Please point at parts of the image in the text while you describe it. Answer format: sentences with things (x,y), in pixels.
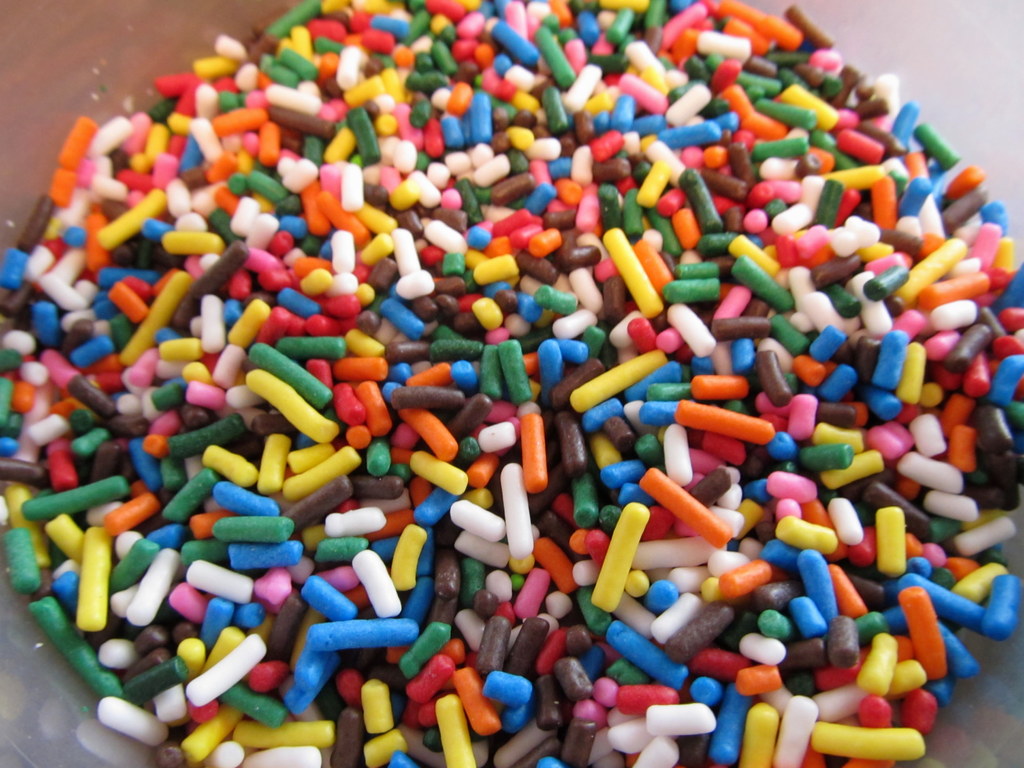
This picture consists of comfits (480,379) which are in different color are placed in the container (130,77).
